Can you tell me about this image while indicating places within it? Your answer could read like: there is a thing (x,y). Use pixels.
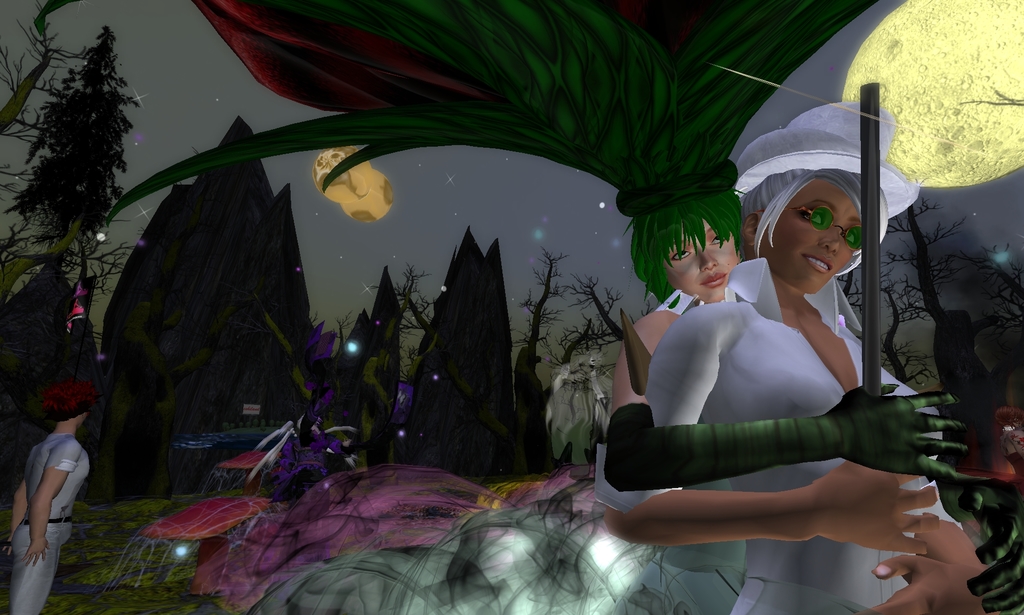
In this picture I can see the animated image. I can see people (870,418), trees (922,263) in it. I can see stars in the sky (483,231).
